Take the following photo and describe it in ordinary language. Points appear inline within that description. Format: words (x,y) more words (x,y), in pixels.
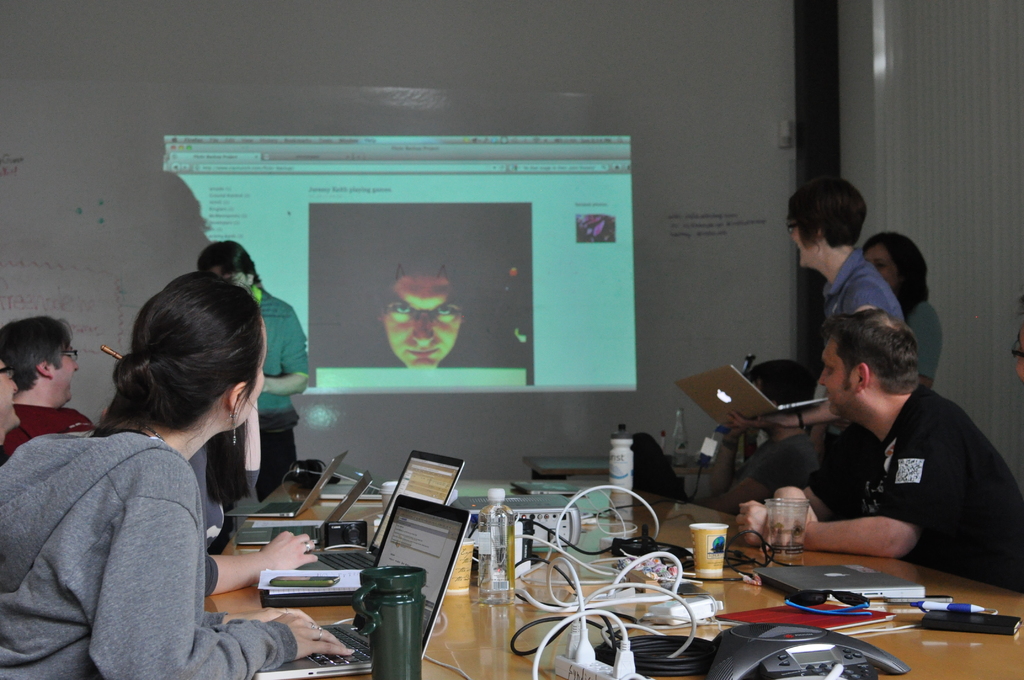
In this picture I can see group of people (795,432) among them some are sitting and some are standing. On the table (683,519) I can see laptops (417,559), wires (663,645) and other objects (784,626) on the table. On the right side (837,298) I can see a woman (820,255) is holding a laptop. In the background (506,186) I can see projector screen (496,195). I can also see person's face (420,329) on the projector screen (418,326).
